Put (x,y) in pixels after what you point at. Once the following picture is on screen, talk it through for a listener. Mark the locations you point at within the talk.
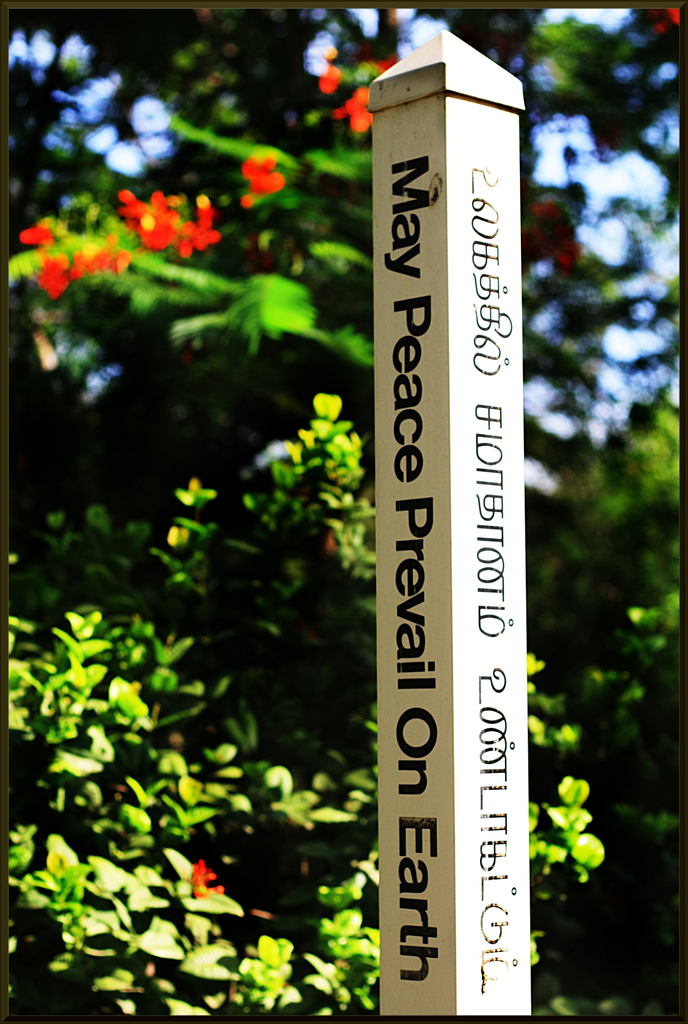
This image consists of a pole (454,487) on which there is a text (493,965). In the background (359,398), there are trees (531,341) along with flowers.
